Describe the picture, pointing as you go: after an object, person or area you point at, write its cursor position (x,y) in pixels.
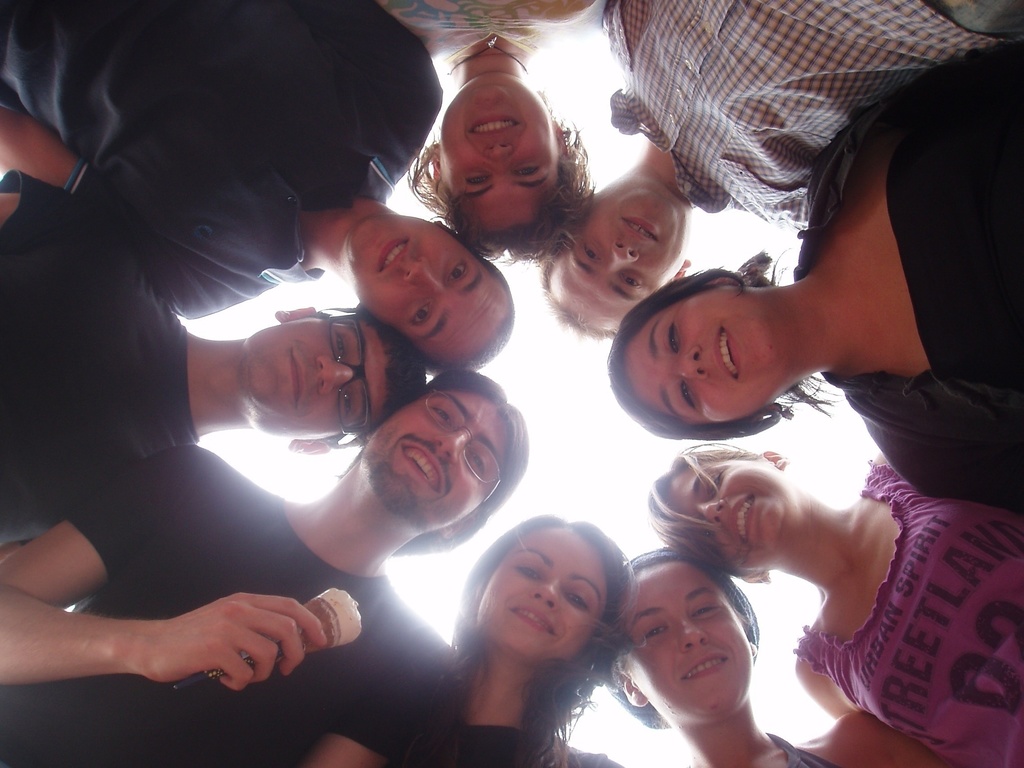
In this image we can see people (535,532) in the circle. They are all smiling. The man (182,640) standing on the left (241,681) is holding an ice cream (336,626). In the background (545,449) there is sky (566,469).
